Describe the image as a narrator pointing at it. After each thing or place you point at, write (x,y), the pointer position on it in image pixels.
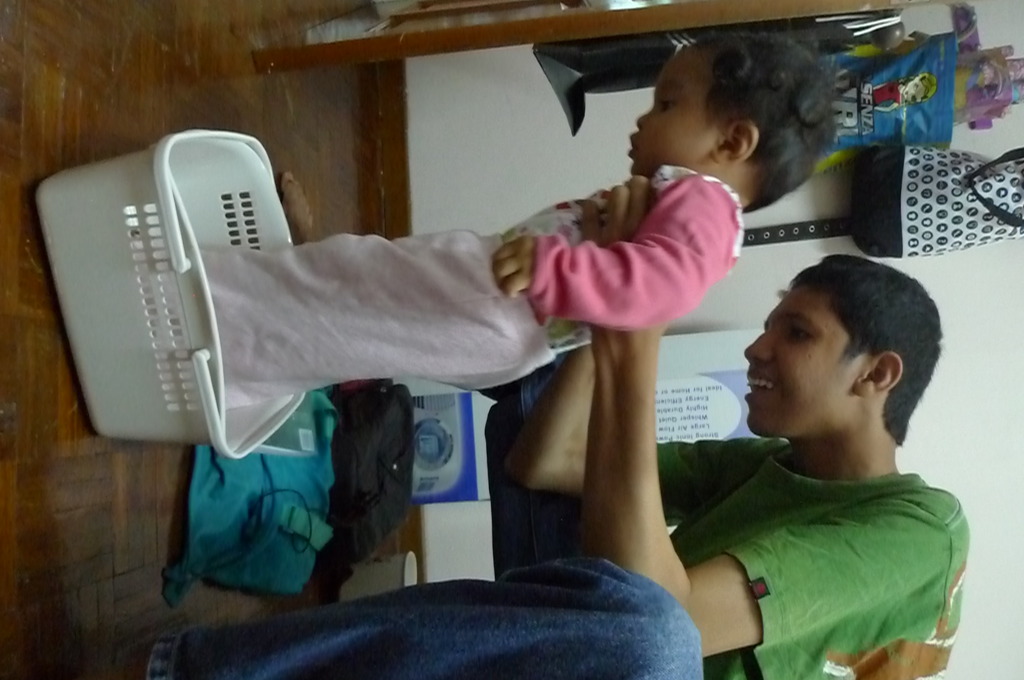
In this image we can see a boy (491,416) is holding a kid (412,300) in his hands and the kid legs (396,273) are in a basket (116,238) on the floor (44,338). We can see bags (339,401) and hoarding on the floor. There are bags (833,126) and objects (885,115) hanging on the wall (921,5) and a door (573,14).
